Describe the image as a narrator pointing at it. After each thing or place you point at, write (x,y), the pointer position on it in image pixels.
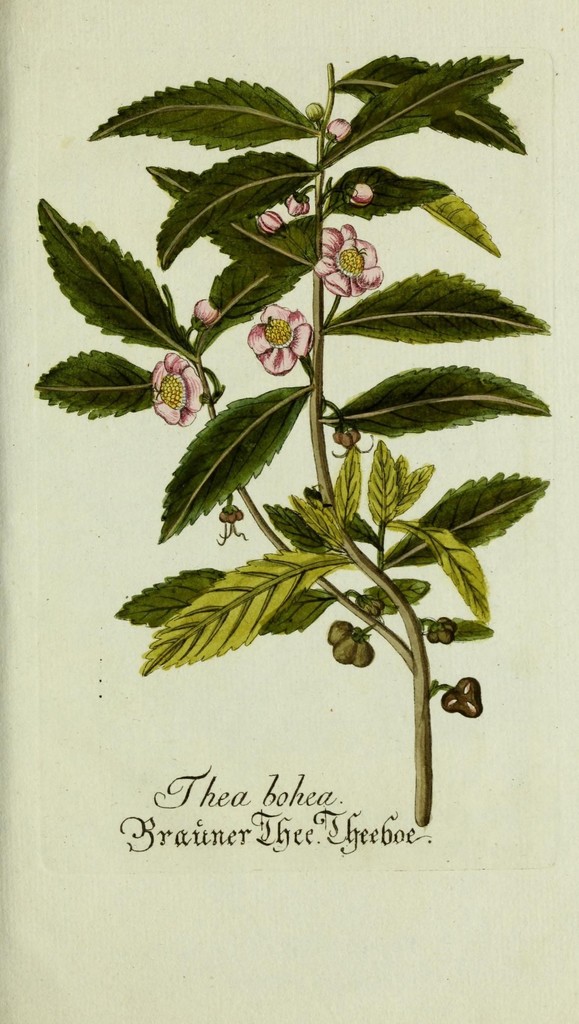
In this picture I can see printed image of a plant (253,453) with flowers (319,269) and I can see text (263,781) at the bottom of the picture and a white color background (54,973).
